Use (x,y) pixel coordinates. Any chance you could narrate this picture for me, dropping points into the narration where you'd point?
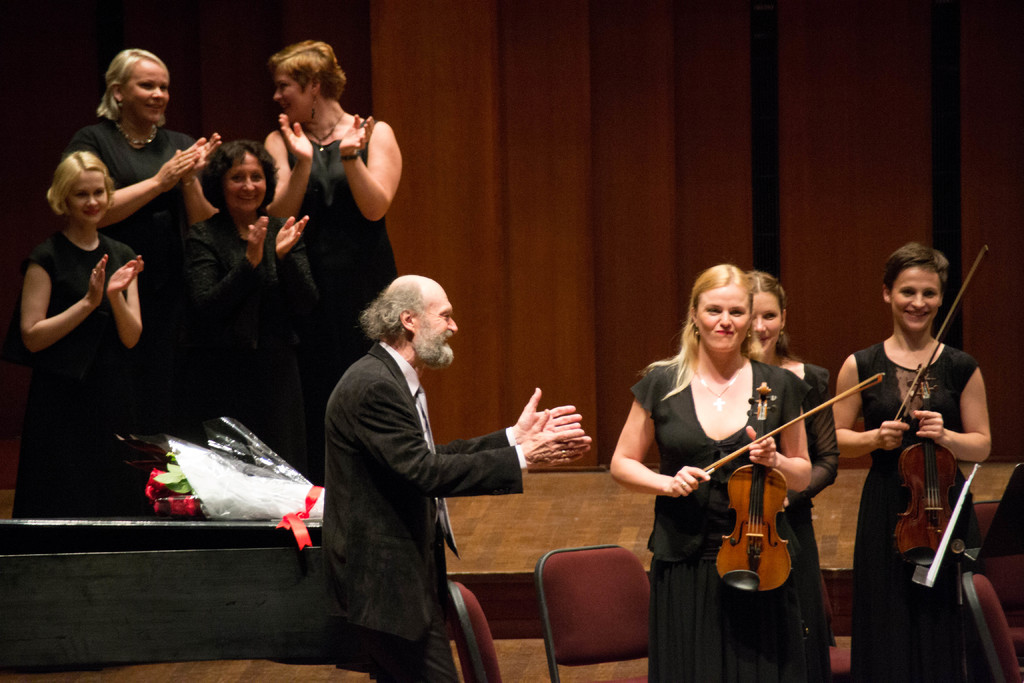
In this image i can see few persons (249,274) standing and at right (731,431) few persons (664,434) are holding musical instrument (757,438) at the back ground (584,245) i can see a stage (600,521) and a wall (590,289).
